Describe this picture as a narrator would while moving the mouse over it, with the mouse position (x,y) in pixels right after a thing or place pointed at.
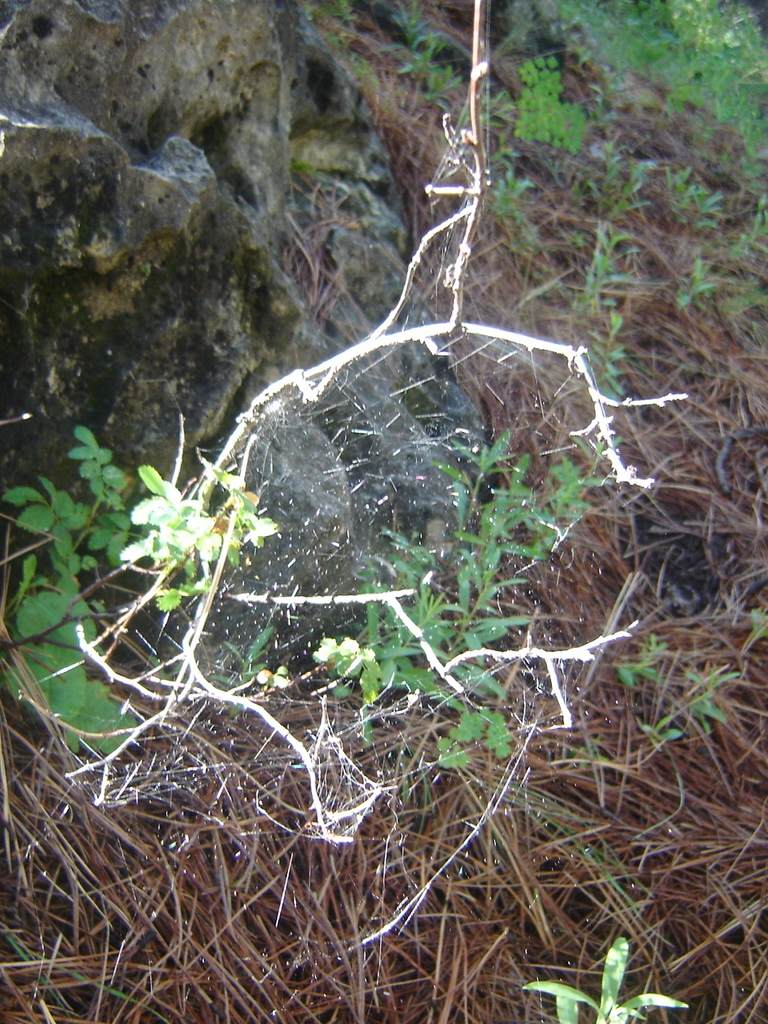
In this image there is a rock (174,195) truncated towards the top of the image (236,322), there are plants (169,598), there are plants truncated towards the left of the image (27,496), there are plants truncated towards the bottom of the image (612,994), there are plants (726,112) truncated towards the right of the image (717,77), there are dried plants (557,794) truncated.
